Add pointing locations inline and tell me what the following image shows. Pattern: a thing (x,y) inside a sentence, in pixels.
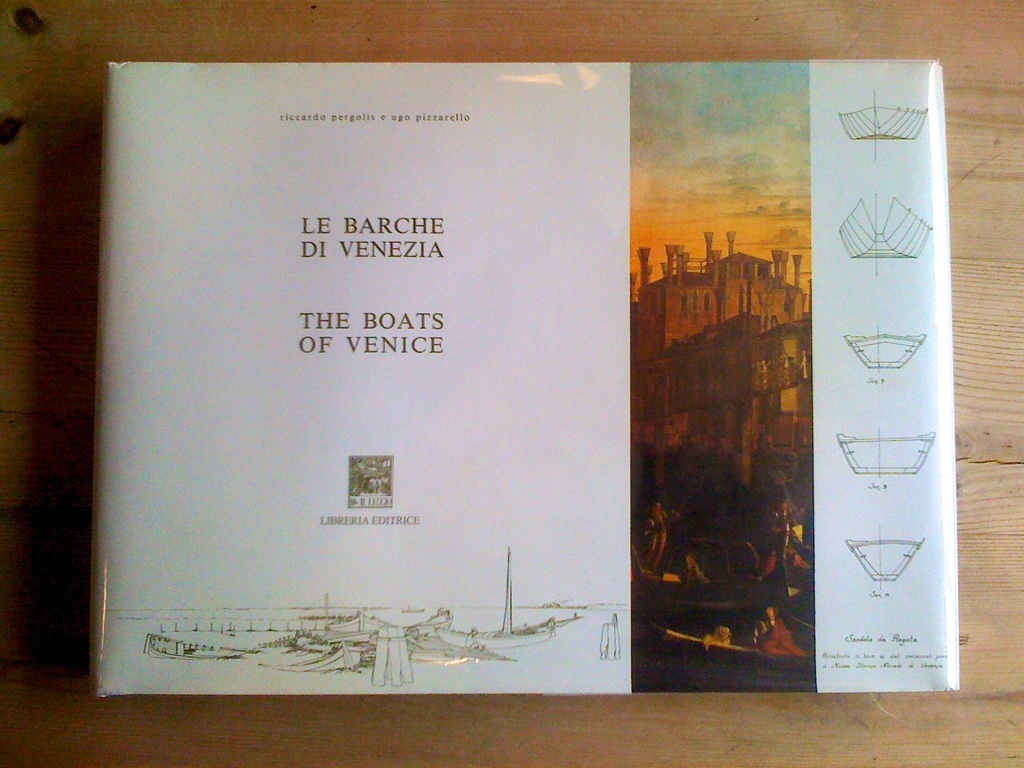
In the picture I can see the book (376,424) on the wooden table (999,164).
